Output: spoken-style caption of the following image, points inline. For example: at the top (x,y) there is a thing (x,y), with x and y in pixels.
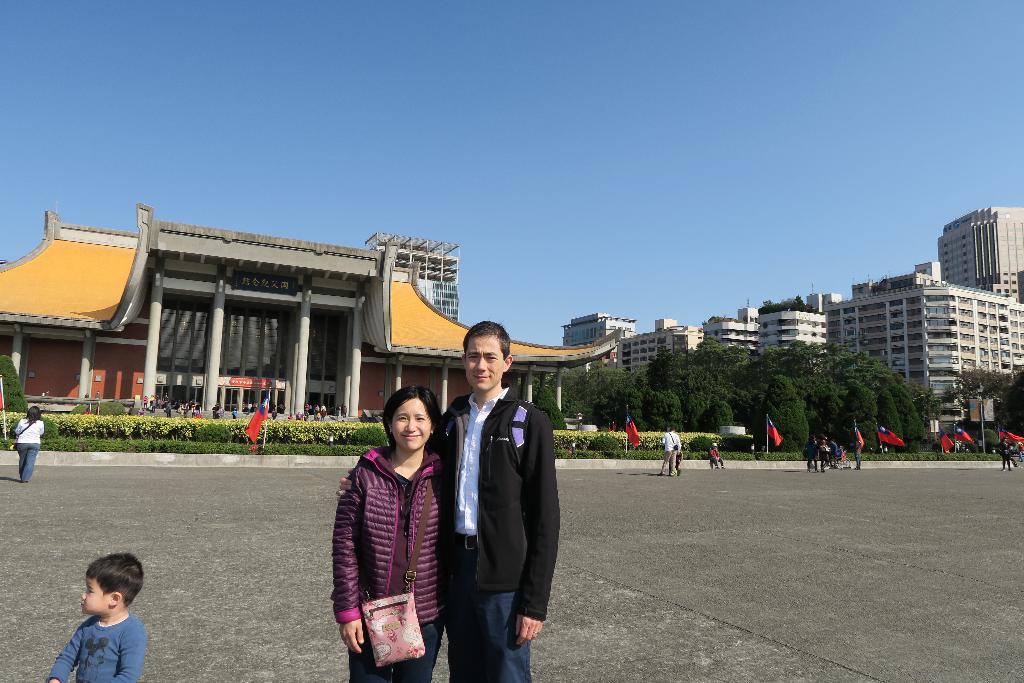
In this image there are a few people (95,600) on the road (46,671), few flags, garden plants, trees (652,410), a few people (276,410) in front of one of the buildings (357,391), a board (984,412) attached to the pole (983,397) and the sky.
